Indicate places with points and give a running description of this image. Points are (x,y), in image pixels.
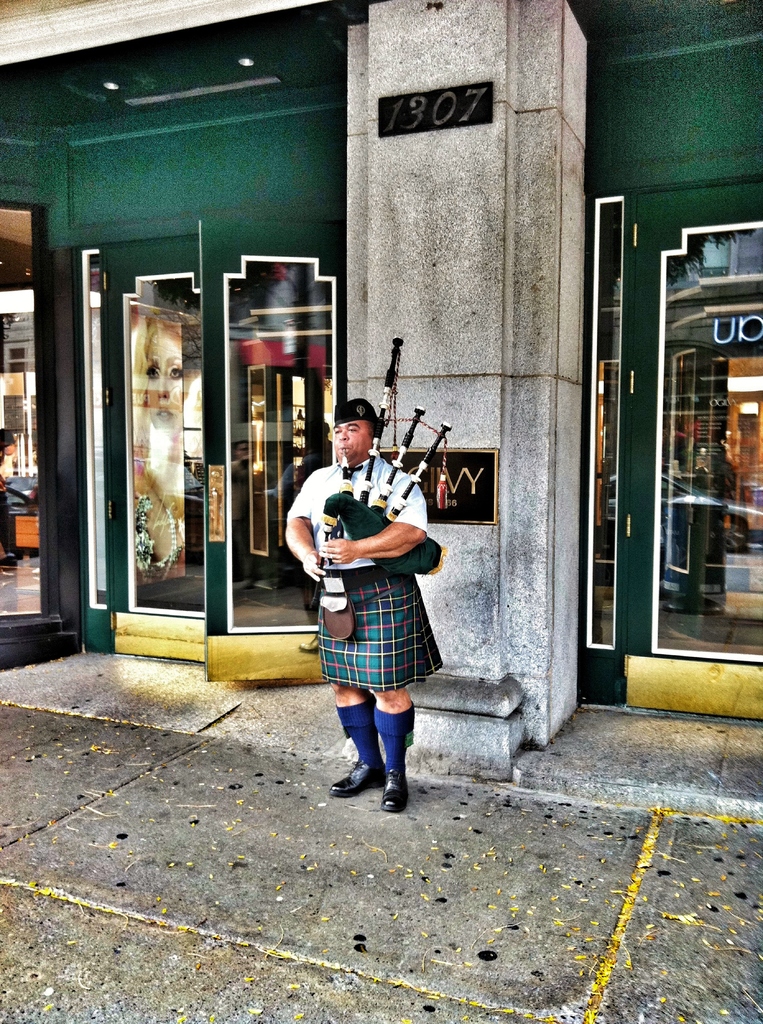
In the center of this picture (360,458) we can see a person (355,482) standing and playing bagpipe (341,511). In the background (452,501) we can see the numbers (414,125) and text (460,471) on the pillar (549,480) and we can see the doors (209,360), wall (269,218), ceiling lights (113,91) and some other objects (598,507).
